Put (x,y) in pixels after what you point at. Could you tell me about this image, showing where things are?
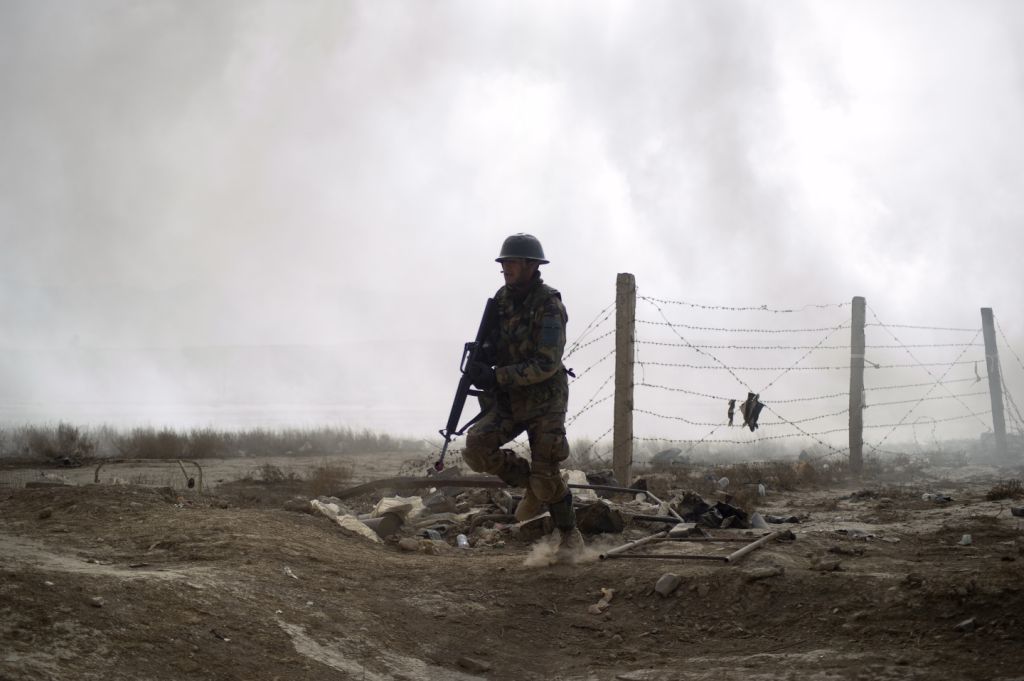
In this picture I can see there is a man (550,396) walking wearing a military uniform (522,370) and he is wearing a helmet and holding a weapon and there is a fence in the backdrop (663,380) and there are few rocks (604,477) and there is soil (551,609) on the ground (267,463) and there are plants (259,446). I can see smoke (572,208) in the background (490,229).
